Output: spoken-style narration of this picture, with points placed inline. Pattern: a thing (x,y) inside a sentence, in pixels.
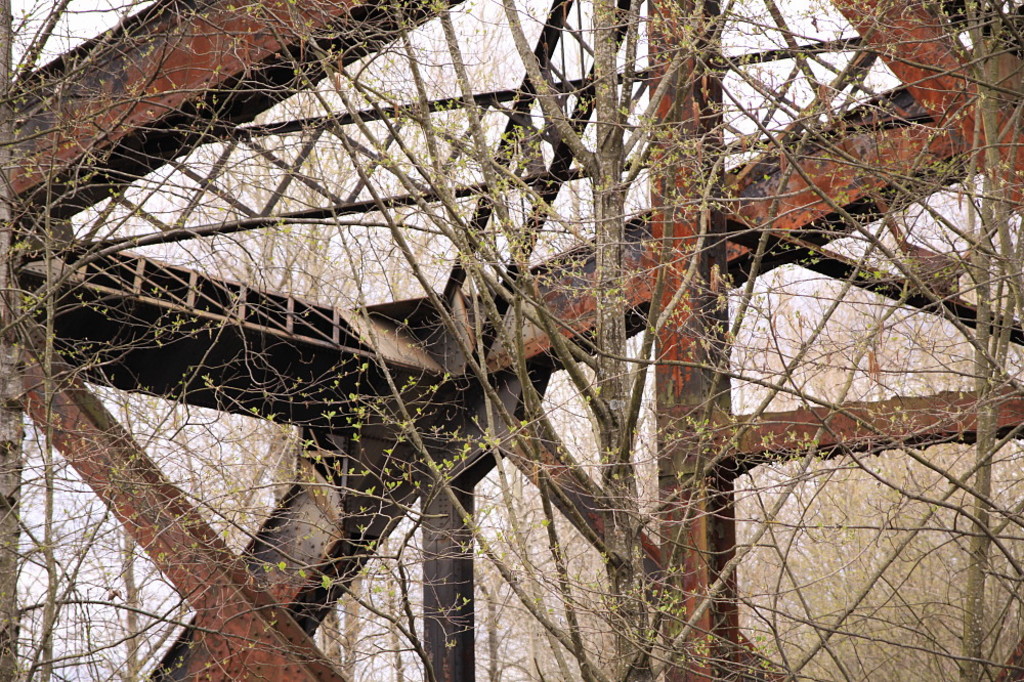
This image is taken outdoors. In this image there are many iron bars (238,634) and there are many trees (825,346) with stems (622,570), branches (405,582) and leaves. At the top of the image (89,20) there is the sky (89,20).
